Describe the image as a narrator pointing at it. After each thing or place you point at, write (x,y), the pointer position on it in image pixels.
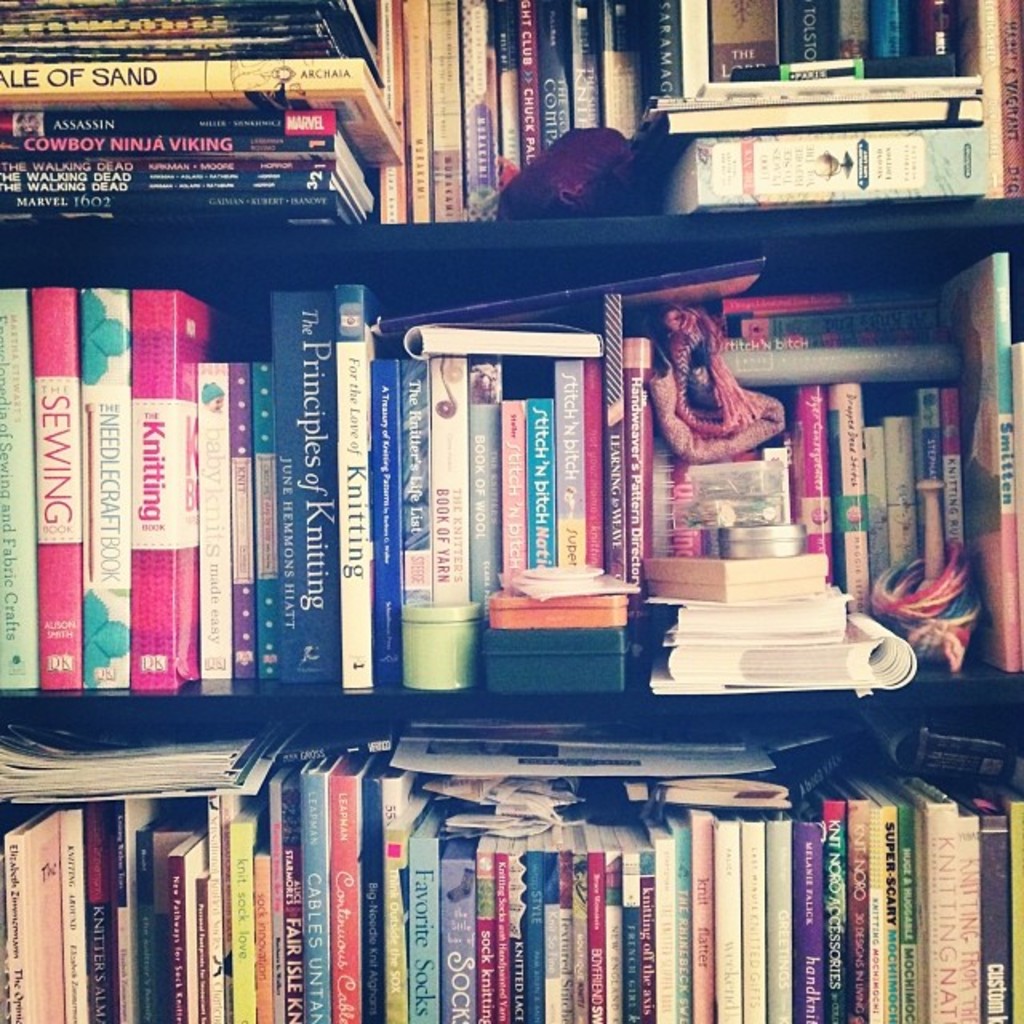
In this picture we can see books (387,190) and some objects (579,588) in the racks (747,713).
